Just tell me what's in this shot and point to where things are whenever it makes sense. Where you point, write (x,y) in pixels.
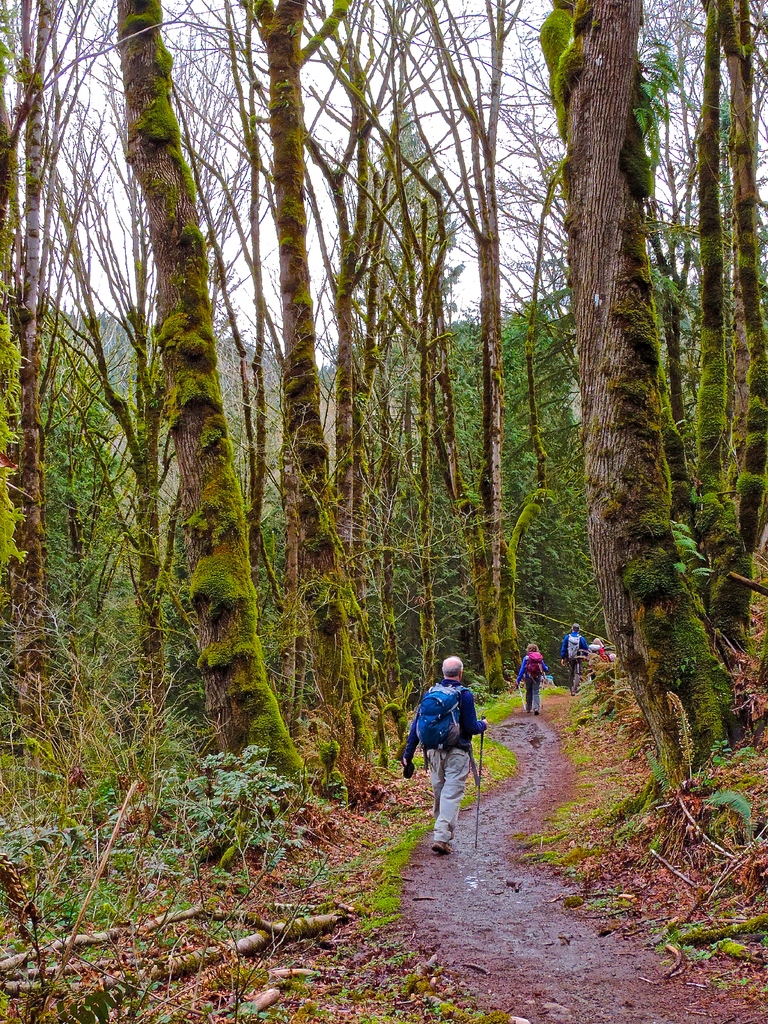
In the foreground (424,697) I can see four persons (451,755) are walking on the road (565,782) and are holding sticks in their hand (488,724) and bags (446,738). In the background (399,699) I can see grass (596,763), plants (109,690), trees (301,434) and the sky (351,17). This image is taken may be in the forest (394,803).
